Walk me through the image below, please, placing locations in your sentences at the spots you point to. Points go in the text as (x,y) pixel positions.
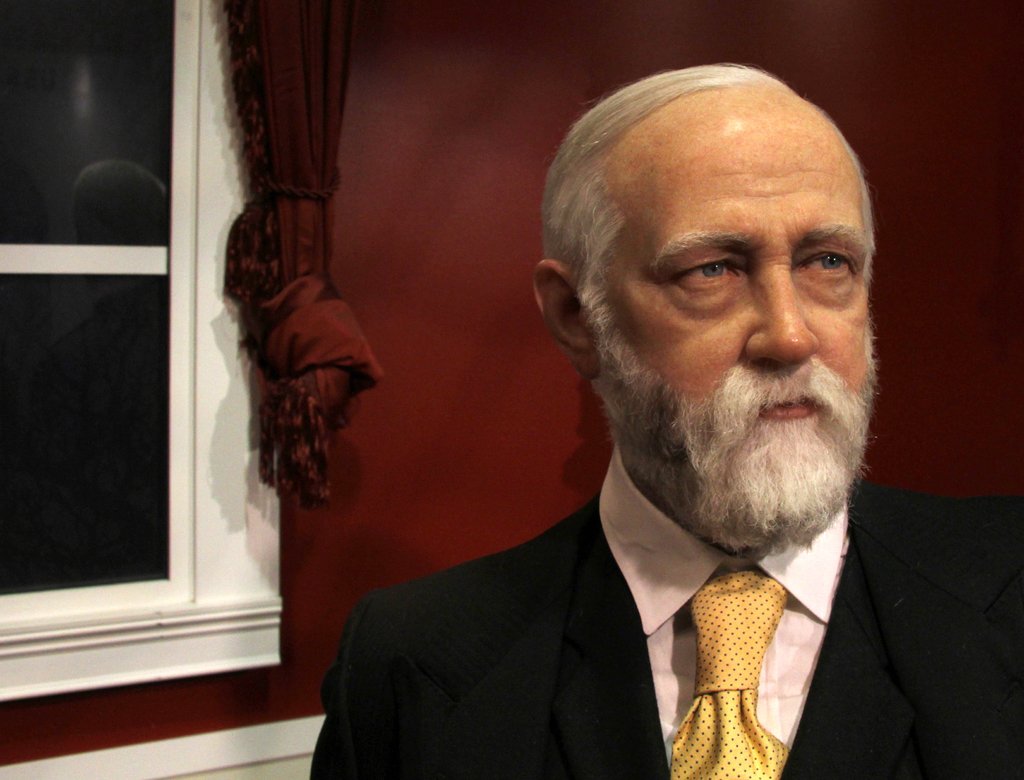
In this image we can see a man (818,320) and in the background (322,566) we can see wall (305,546), window (168,264) and curtain (280,353).
